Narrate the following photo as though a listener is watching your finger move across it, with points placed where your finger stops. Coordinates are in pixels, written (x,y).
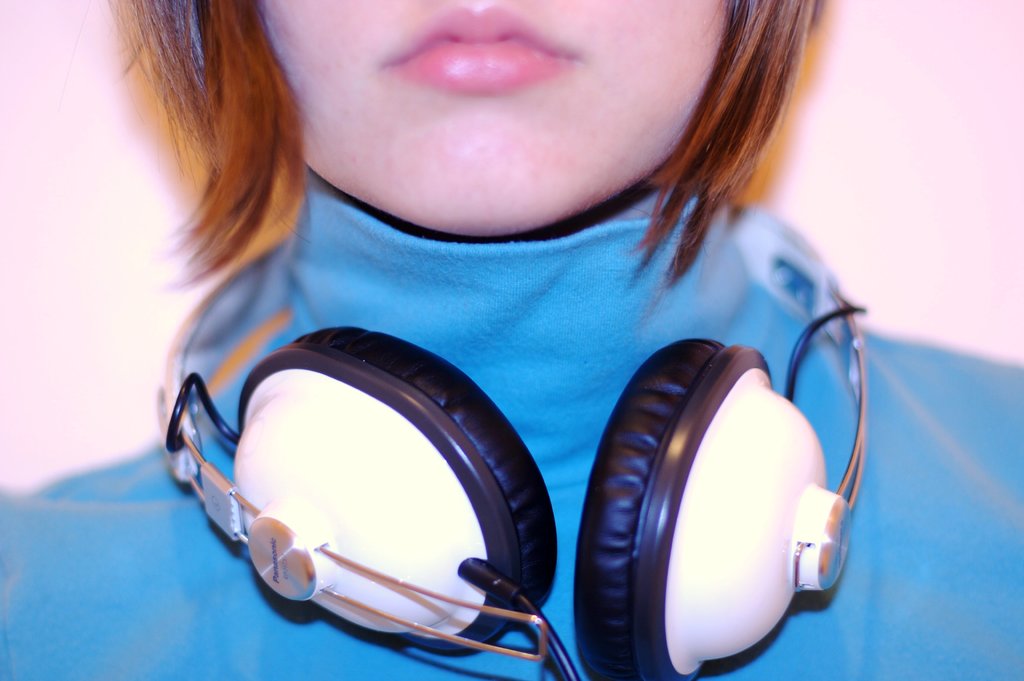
In this we can observe a woman (534,322) wearing blue color dress (932,594) and headphones (250,475) in her neck (742,325). The background (1011,219) is in pink color.
